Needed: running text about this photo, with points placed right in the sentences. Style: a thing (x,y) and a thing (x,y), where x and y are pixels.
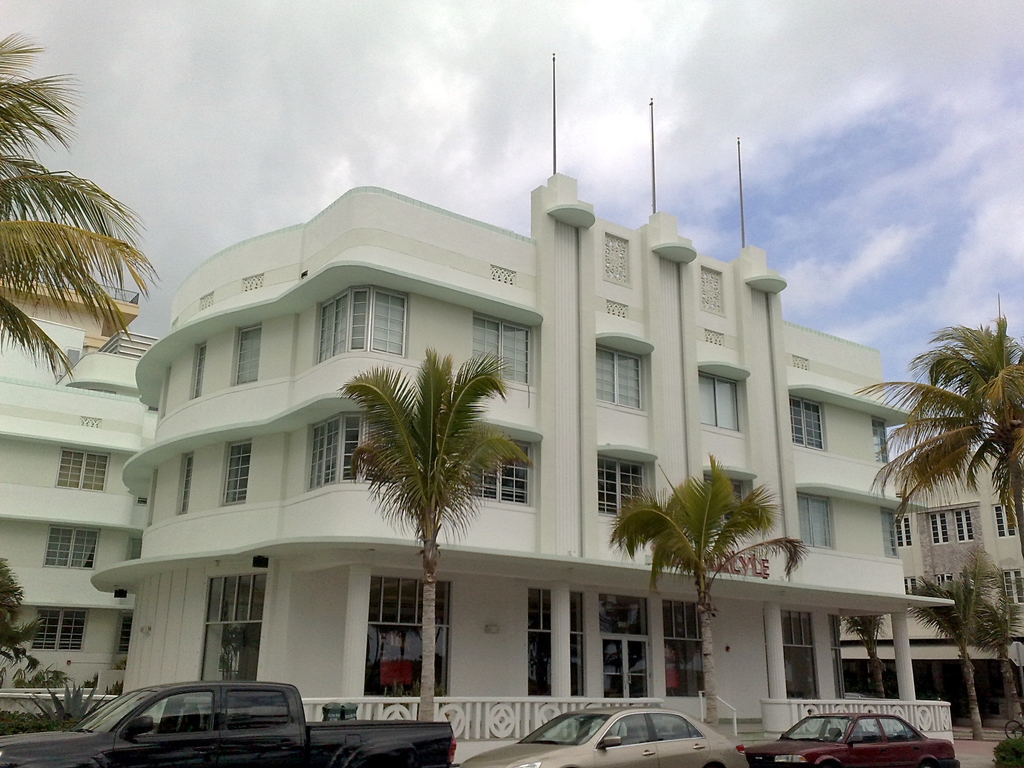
At the bottom (629,711), we see the cars (816,721) parked on the road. Beside that, we see the trees (708,703), railing (408,705) and a building (533,598) in white color. On the right side (953,635), we see the trees (1001,640), building (935,656), pole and a whiteboard (1012,647). On the left side (119,508), we see the trees (9,187) and a building (32,462) in white color. At the top (409,125), we see the sky (576,150) and the clouds (733,147).
